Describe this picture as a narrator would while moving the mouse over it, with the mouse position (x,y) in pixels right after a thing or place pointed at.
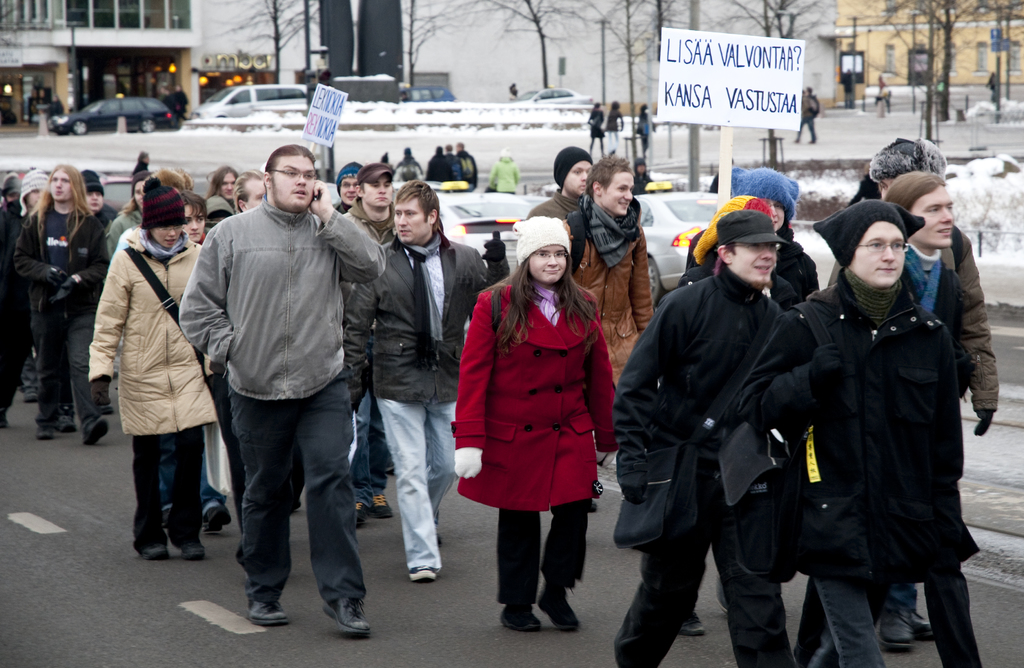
In this image there are few people (371,387) on the road (553,632) and some of them are holding placards (750,85), there are few vehicles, electric poles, buildings (467,73), trees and snow (473,122) on the ground (586,148).
